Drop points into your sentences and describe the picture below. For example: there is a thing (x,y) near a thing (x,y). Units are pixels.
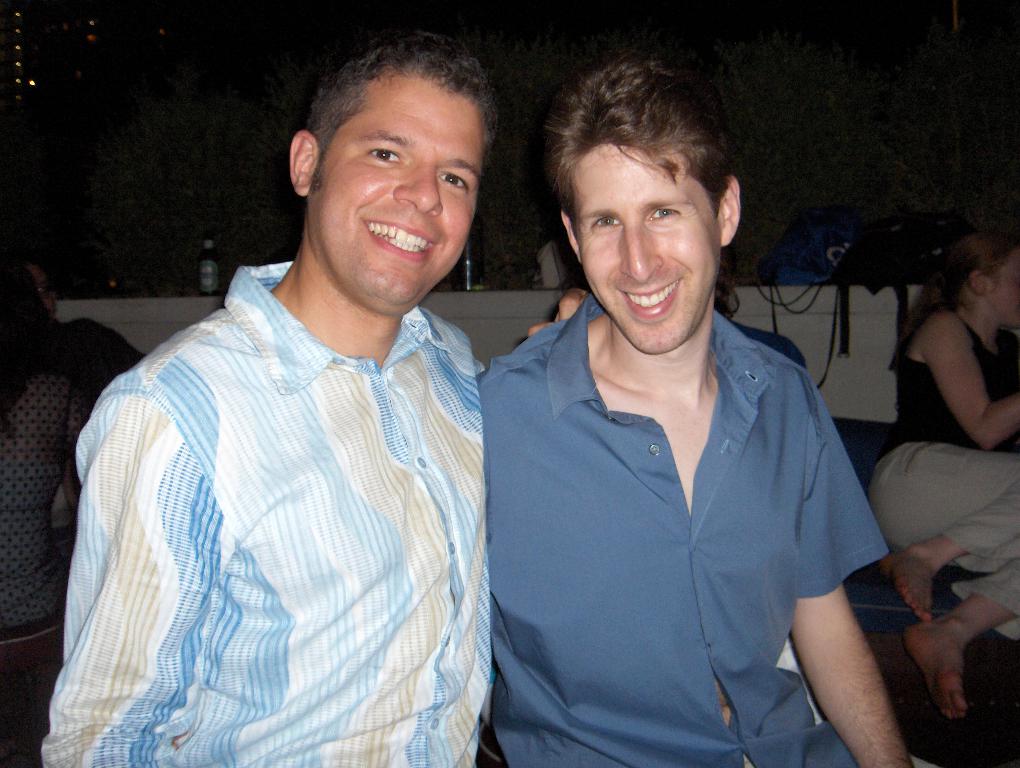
In this picture I can see in the middle (551,510) two men (467,378) are smiling, on the right side (919,399) there is a woman (985,435).
